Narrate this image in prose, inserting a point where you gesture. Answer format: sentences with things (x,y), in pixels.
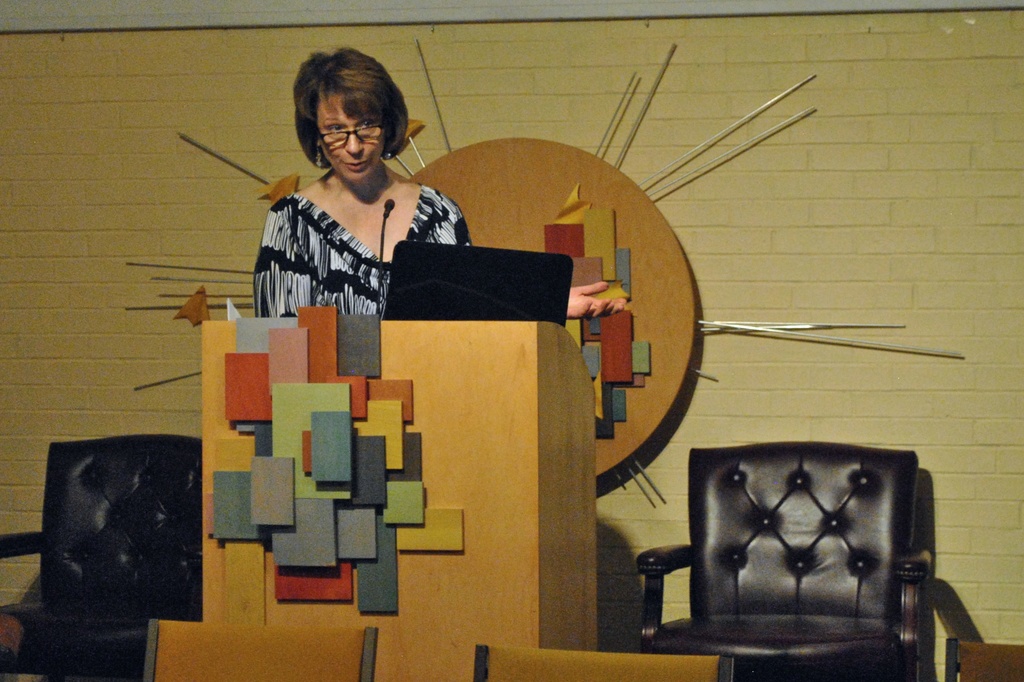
The woman (320,268) in the black dress (309,299) who is wearing spectacles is talking on the microphone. In front of her, we see a podium (395,394) on which microphone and laptop (394,296) are placed. Behind her, we see two chairs (709,534). Behind that, we see a round shaped thing (492,150) is placed on the wall (721,363). At the bottom of the picture (253,641), we see the chairs (540,657).
